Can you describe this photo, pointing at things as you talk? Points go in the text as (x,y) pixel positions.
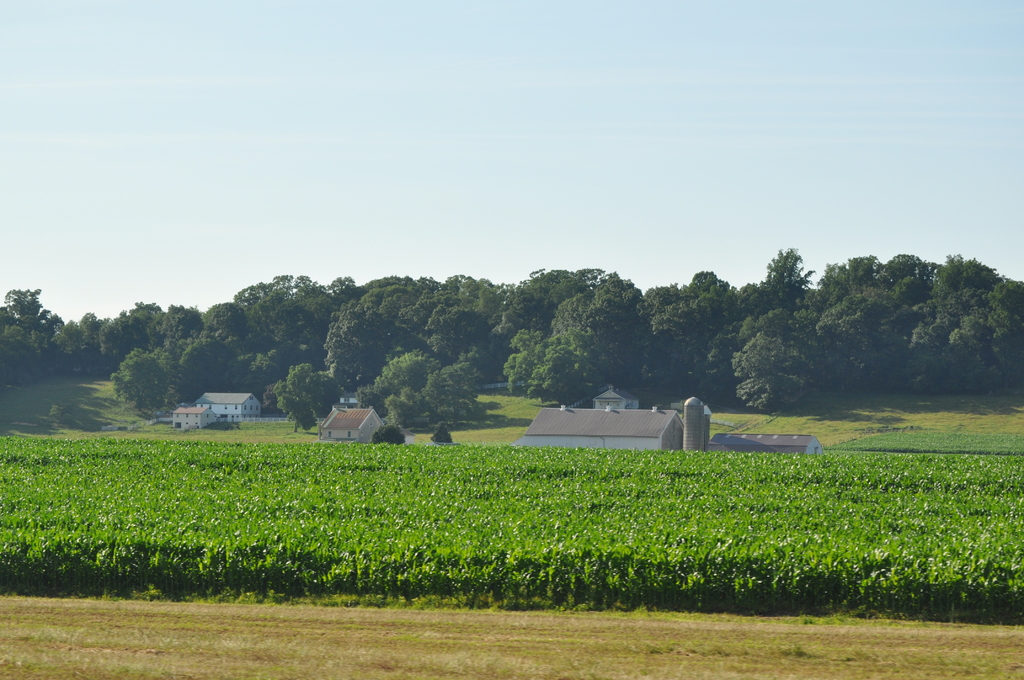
In this image, we can see plants (658,535) and grass (766,642). Background (578,438) we can see trees (286,411), houses (568,425), containers (685,425) and sky (520,168).
